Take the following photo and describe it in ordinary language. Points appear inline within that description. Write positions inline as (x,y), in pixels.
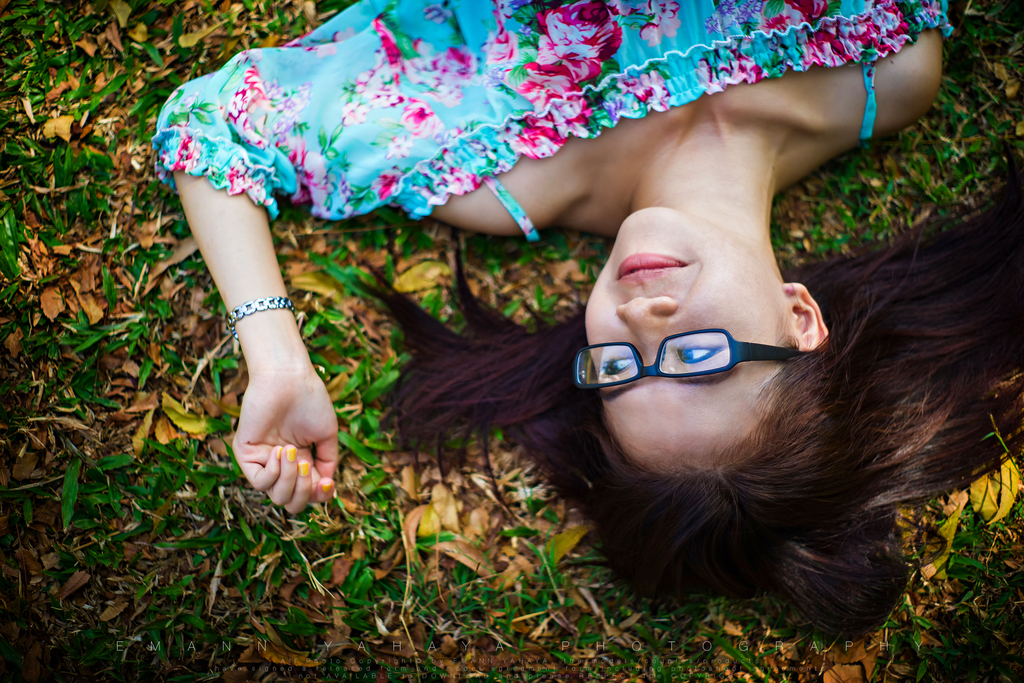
In this image there is a person (665,250) smiling and lying on the leaves (432,453), and there is a watermark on the image.
